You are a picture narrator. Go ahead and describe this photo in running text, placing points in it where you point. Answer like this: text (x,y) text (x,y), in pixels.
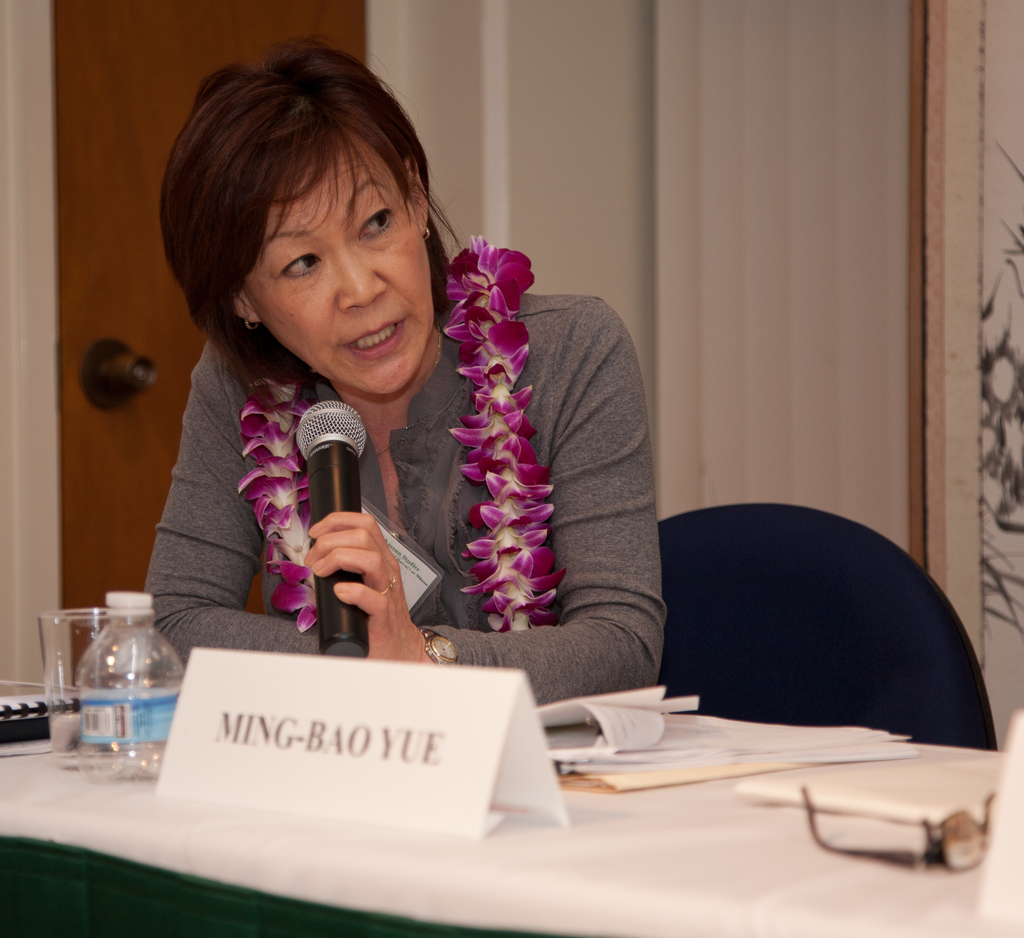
She is sitting on a chair (665,592). She is holding a mic (333,622). There is a table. There is a name board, bottle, glass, notebook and name board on a table (34,816).
